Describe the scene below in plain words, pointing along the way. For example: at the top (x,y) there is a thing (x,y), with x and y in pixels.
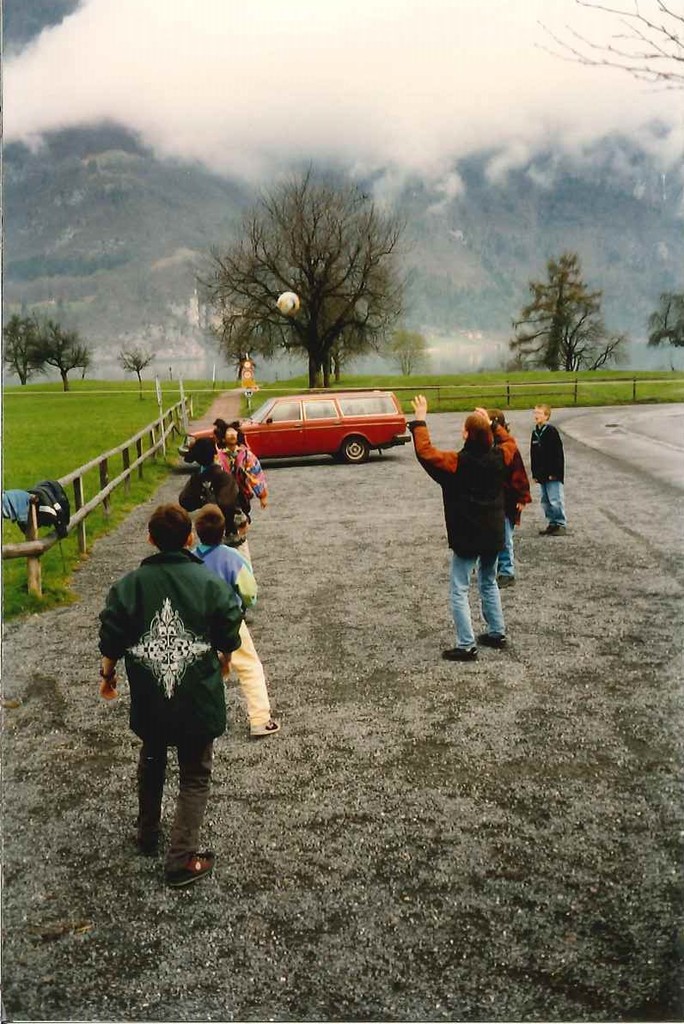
In this image, we can see people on the path (391,752). In the background (81,492), we can see the wooden fences (78,480), clothes (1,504), poles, trees (281,331), grass (573,398), vehicle (259,435), hill (480,183) and fog (379,116). We can see a ball (293,308) in the air (290,294).
